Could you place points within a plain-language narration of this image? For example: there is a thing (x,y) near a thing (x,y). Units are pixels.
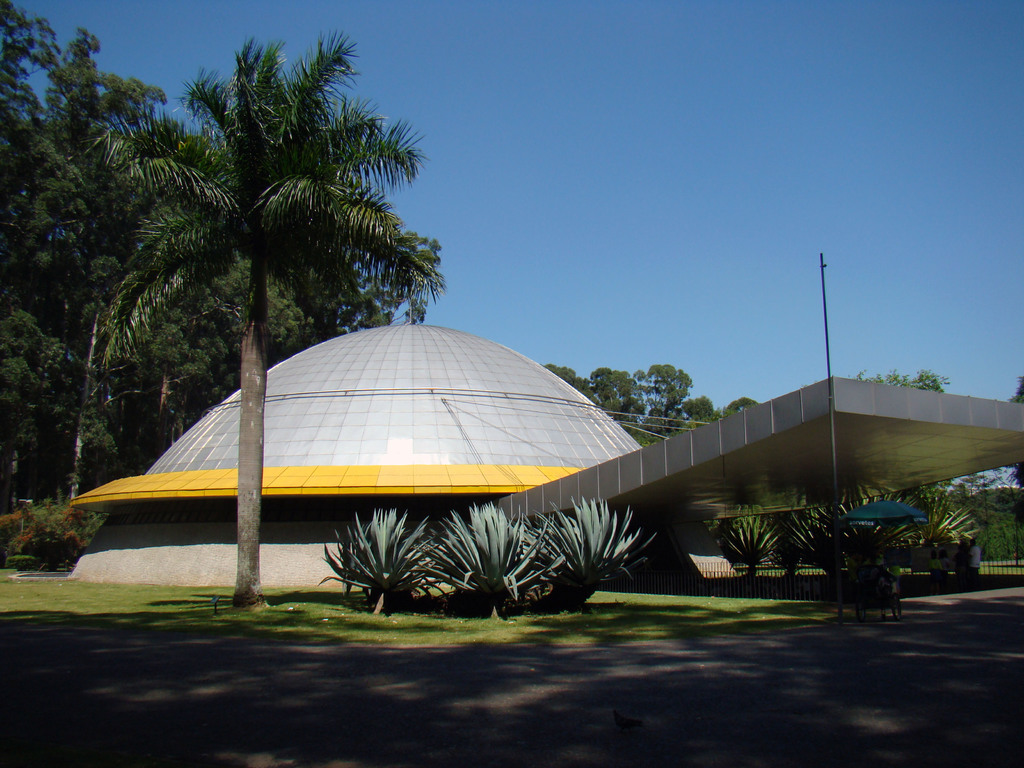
In the picture I can see an architecture building (839,490), I can see shrubs (464,585), grass (384,637), trees (316,198) and the blue color sky (646,228) in the background (543,355).
